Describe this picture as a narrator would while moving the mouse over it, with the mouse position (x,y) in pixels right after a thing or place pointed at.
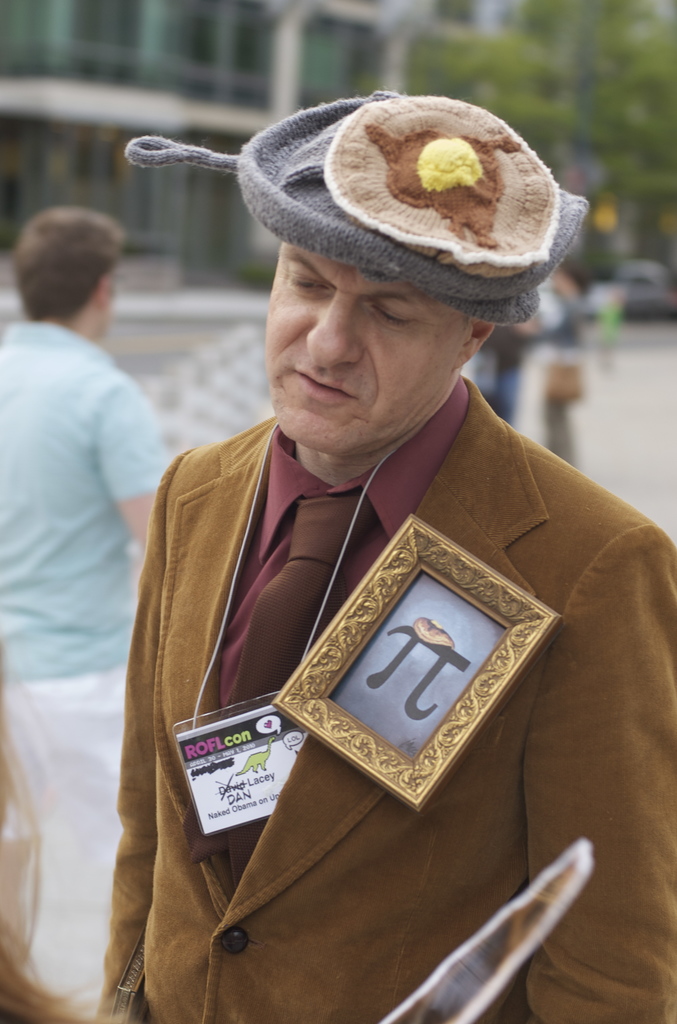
In this image there is one persons (191,649) standing in middle of this image (363,628) is wearing a cap (411,271) and there is one another person (99,507) standing at left side of this image (99,431) and there are some persons (572,322) standing at right side of this image (563,359) and there are some trees (673,189) at top right corner of this image (572,142) and there are some buildings (253,111) in the background (201,119).
